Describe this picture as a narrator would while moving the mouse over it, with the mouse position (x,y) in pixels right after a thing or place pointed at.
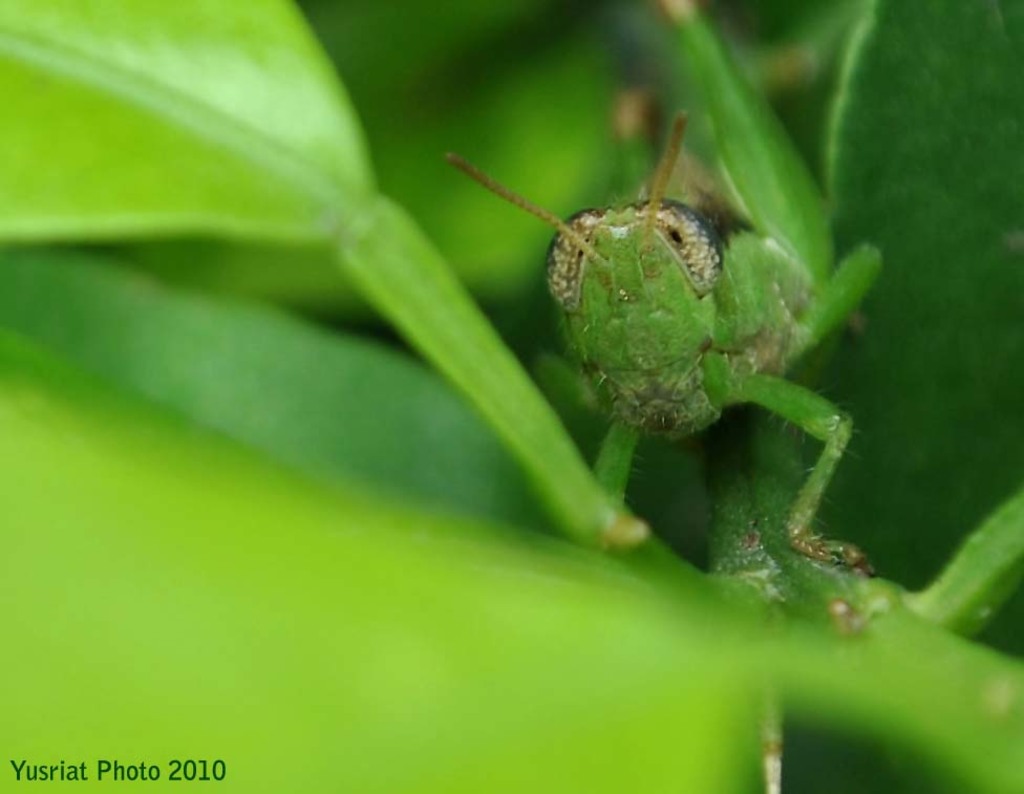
In this image there is an insect (684,352) and there are leaves (161,434).
